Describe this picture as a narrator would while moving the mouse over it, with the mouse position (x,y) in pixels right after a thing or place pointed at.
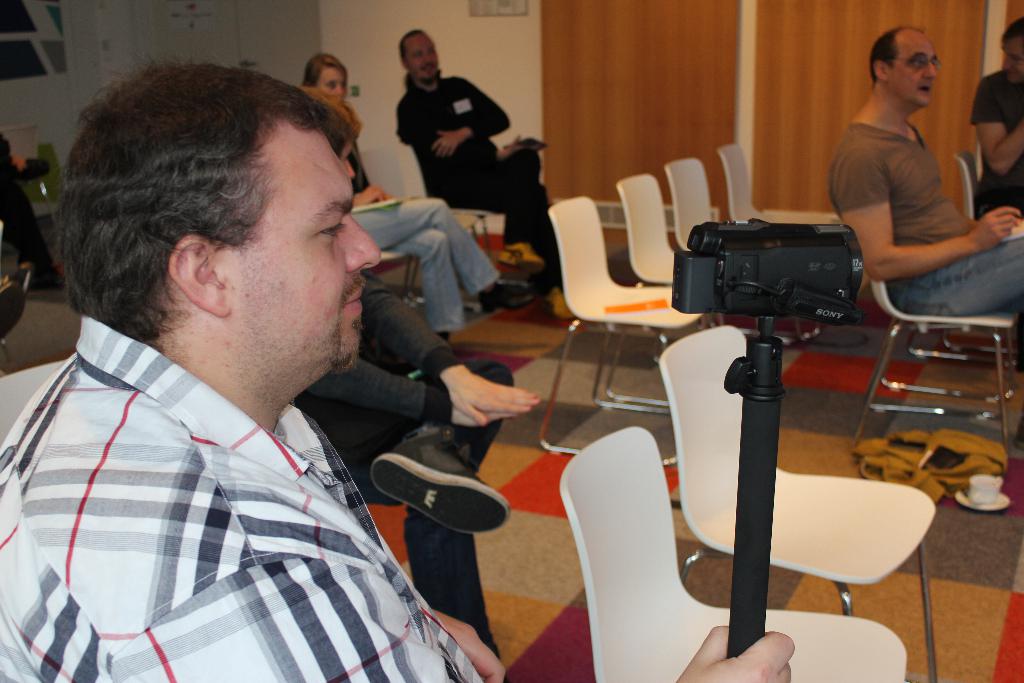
In this image we can see people (500,288) sitting on chairs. In the foreground of the image (317,256) there is a person (300,547) holding a camera (803,299). There are chairs (728,552). At the bottom of the image (957,636) there is carpet (990,623). In the background of the image (513,54) there is wall (735,60).
